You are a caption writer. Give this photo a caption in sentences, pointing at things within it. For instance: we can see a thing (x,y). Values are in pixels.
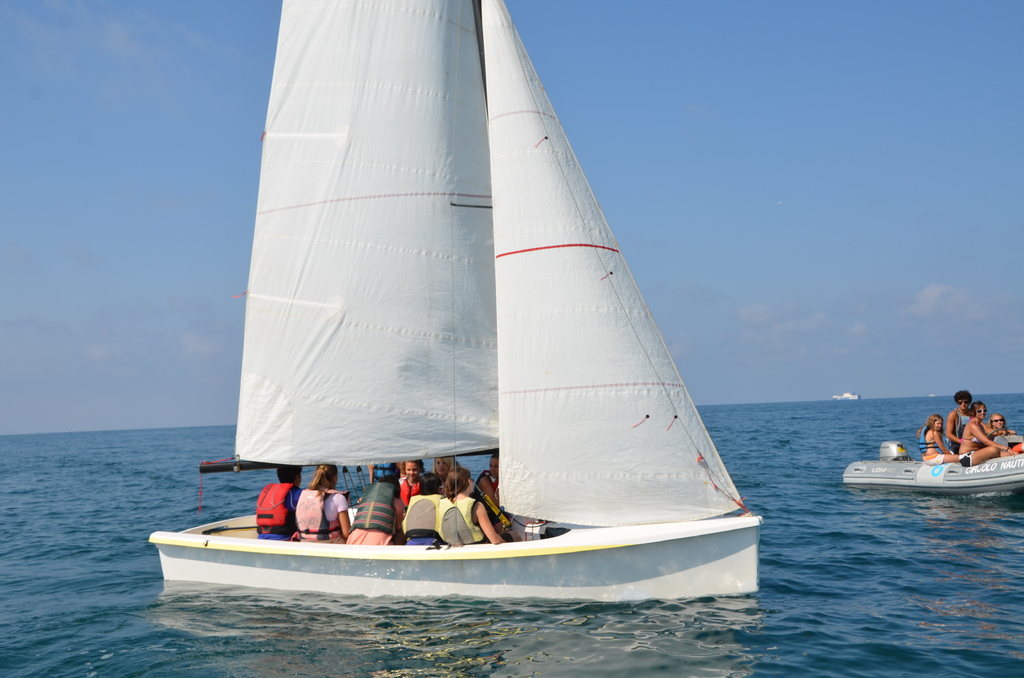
In this picture there is a dinghy (491,199) sailing in the center of the image (427,291), on the water (1023,577) and there is another boat (1003,475) on the right side of the image (1020,464).
